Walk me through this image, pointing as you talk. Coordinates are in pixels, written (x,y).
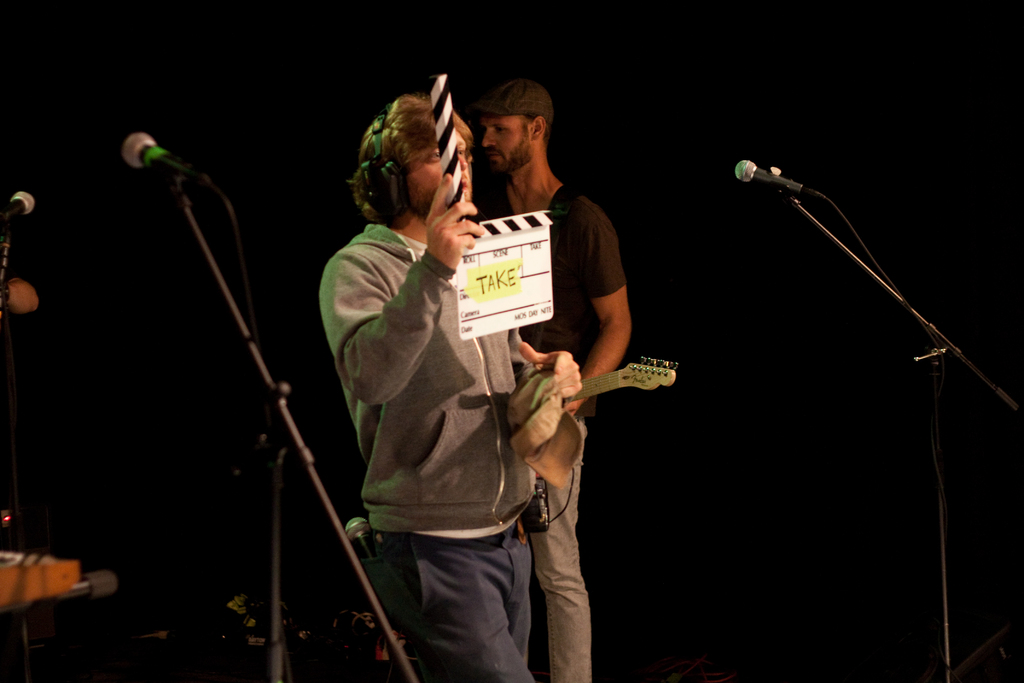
In this picture we can see that two person (365,297) on the stage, Man (452,348) wearing grey hoodie (456,421) and blue pant (463,574) is standing and holding the white color clapper board (481,280) in his hand (453,249) and beside a man (591,280) wearing black t-shirt (581,311) is holding a guitar (616,380), Beside on the right side (766,172) microphone stand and on the left (41,590) a piano (59,586) with some musical instruments (78,586) and a microphone stand (275,642).
